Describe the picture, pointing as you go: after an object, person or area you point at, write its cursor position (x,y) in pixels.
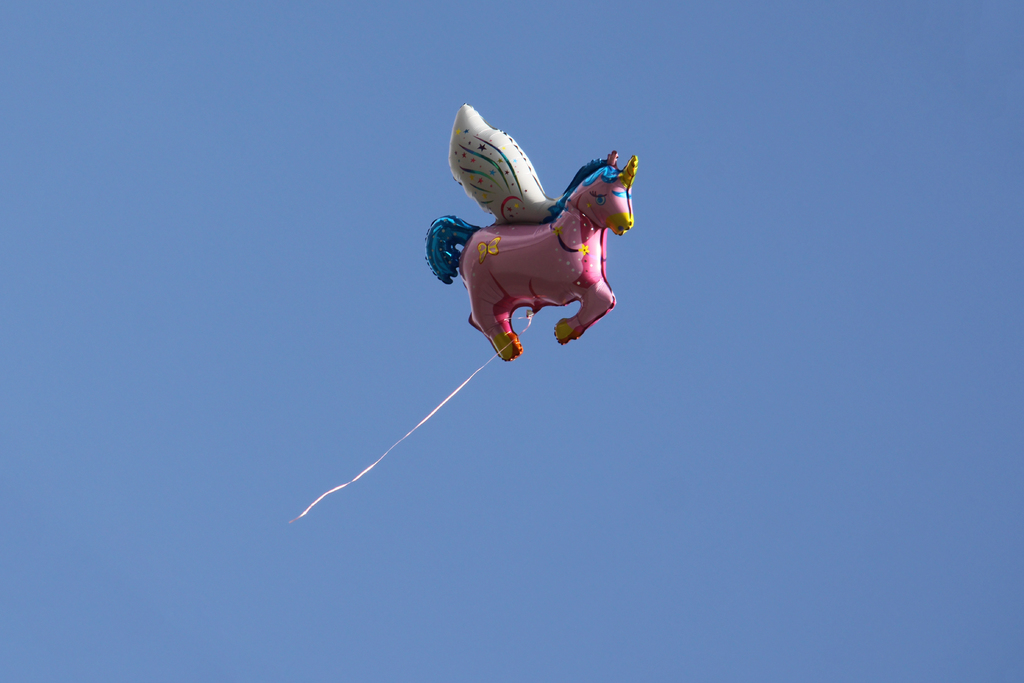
In this image there is a gas balloon (566,209) in the shape of a horse (495,242), in the background (467,20) there is the sky (153,424).
